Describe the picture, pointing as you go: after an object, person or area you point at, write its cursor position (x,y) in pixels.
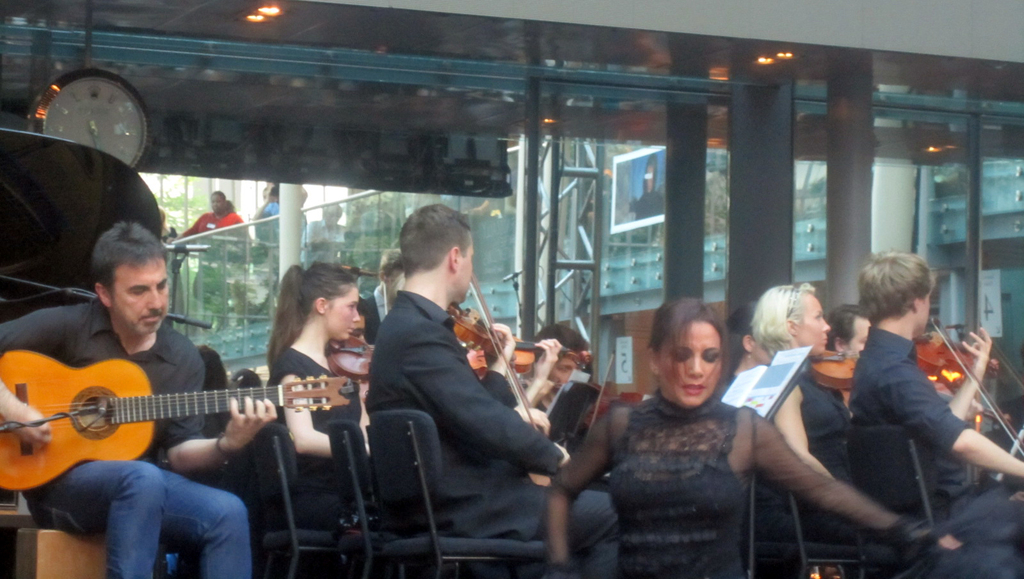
On the left (204,379) we can see one man (228,432) sitting and holding guitar (135,434). In the center (436,262) we can see group of persons (912,401) were sitting on the chair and holding violin (945,384) and looking at the book (752,384). In the front (660,448) bottom we can see one woman (661,454) standing. In the background (444,77) there is a light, steps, clock (113,131), glass (707,233) and banner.
